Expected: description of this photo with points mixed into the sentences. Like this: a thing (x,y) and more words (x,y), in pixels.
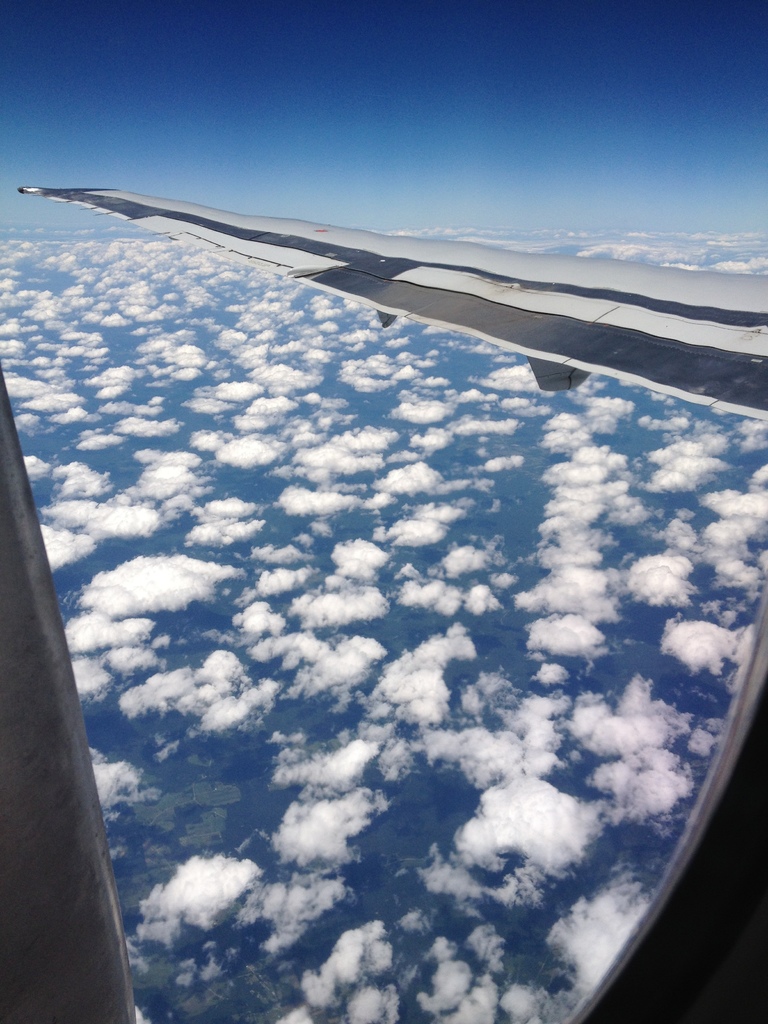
In this picture we can see an airplane wing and in the background (628,437) we can see sky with clouds (274,648).
